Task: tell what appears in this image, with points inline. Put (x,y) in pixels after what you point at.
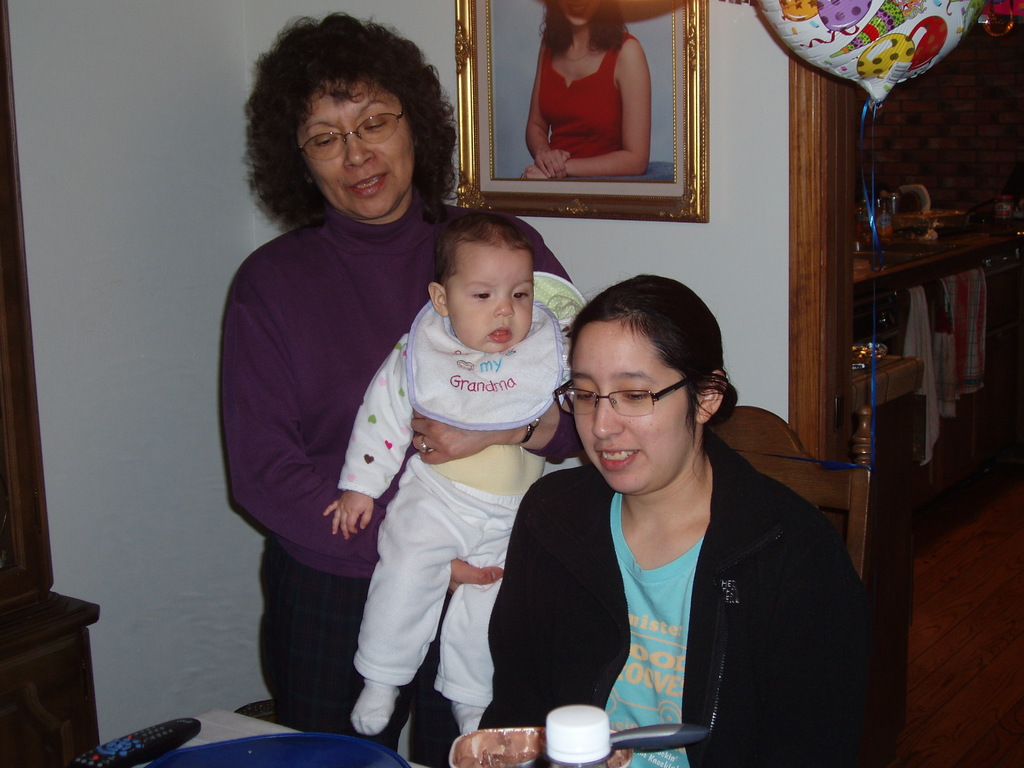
In this image, I can see the woman (742,637) sitting and smiling. At the bottom of the image (266,734), I can see a remote (180,732) and few objects (286,740) are placed on the table (227,721). Here is another woman (323,463) standing and carrying a baby (428,550). This is a photo frame (624,158), which is attached to a wall (764,190). I think this is a balloon (873,90). On the right side of the image (915,345), I can see the clothes (952,304) hanging. This looks like a kitchen room (1009,271). On the left side of the image (49,590), that looks like a wooden object (36,589).
